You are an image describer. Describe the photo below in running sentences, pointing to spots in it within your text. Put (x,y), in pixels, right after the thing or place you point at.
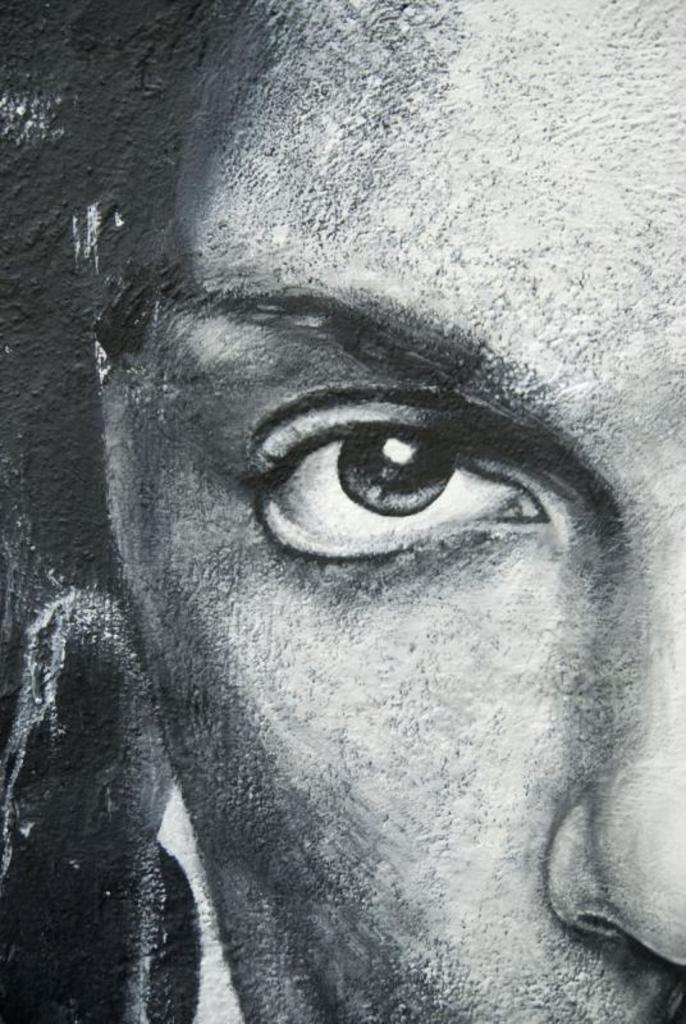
In the image we can see painting (329,574) of a person (350,638).
